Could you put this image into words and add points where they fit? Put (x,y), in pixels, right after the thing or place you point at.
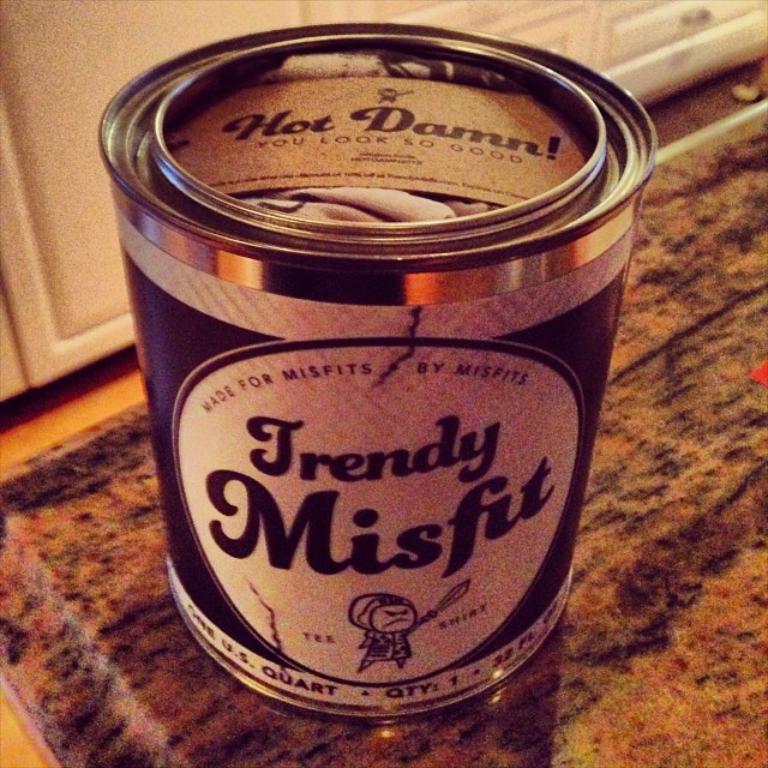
In this image I can see a can (444,469) and on it I can see something is written.
